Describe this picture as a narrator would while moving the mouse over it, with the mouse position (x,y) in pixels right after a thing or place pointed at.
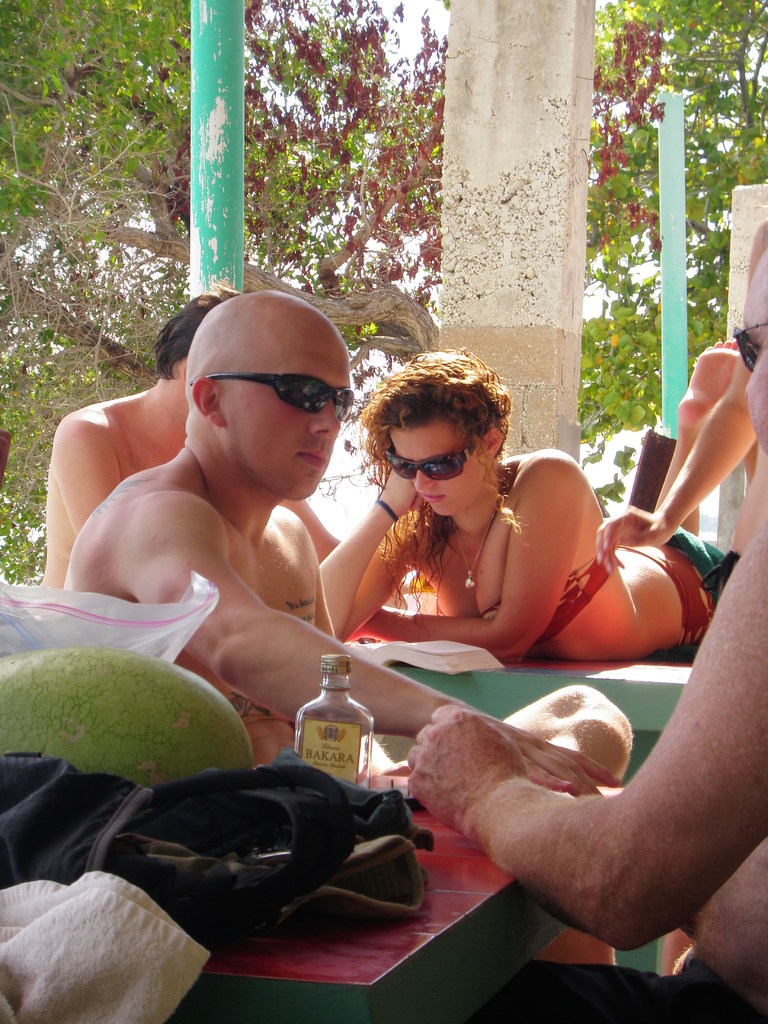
In the center of the image (374,529) some persons (534,463) are there. At the bottom left corner (240,989) there is a table (368,967). On the table (446,864) we can see cloths (221,783), bottle (315,730), watermelon (175,764). In the background of the image (202,187) we can see poles (453,262), trees (419,285). At the top of the image (409,292) there is a sky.
